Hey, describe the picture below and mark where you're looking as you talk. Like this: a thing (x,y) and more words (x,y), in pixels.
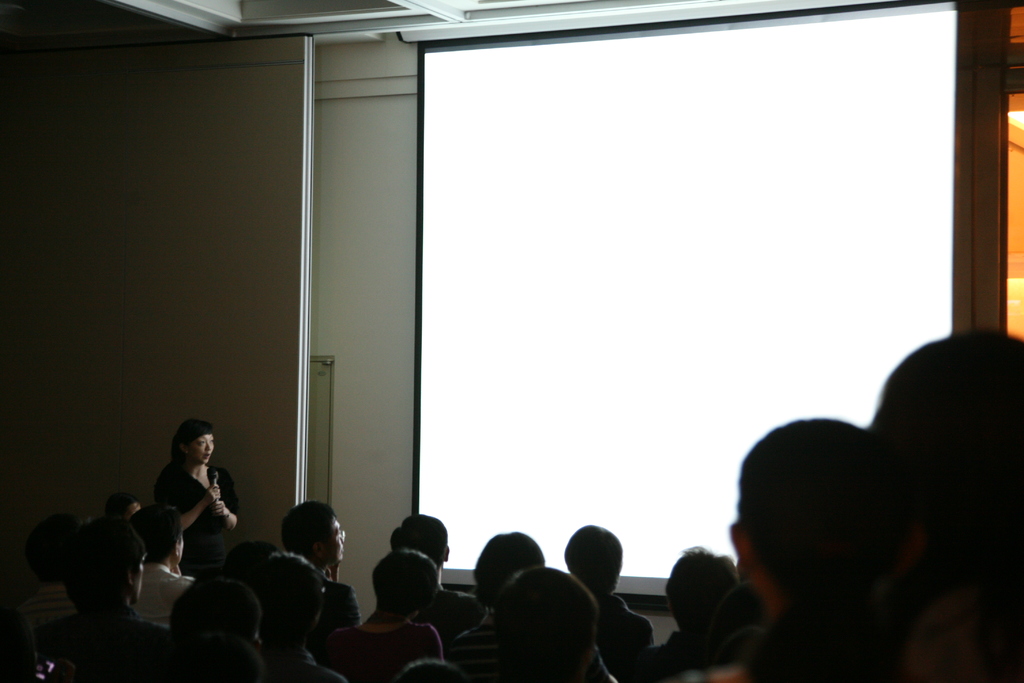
In this picture I can see a projector screen (571,329). Here I can see a group of people (461,618) and a woman (182,470) is standing beside a wall (188,302).
